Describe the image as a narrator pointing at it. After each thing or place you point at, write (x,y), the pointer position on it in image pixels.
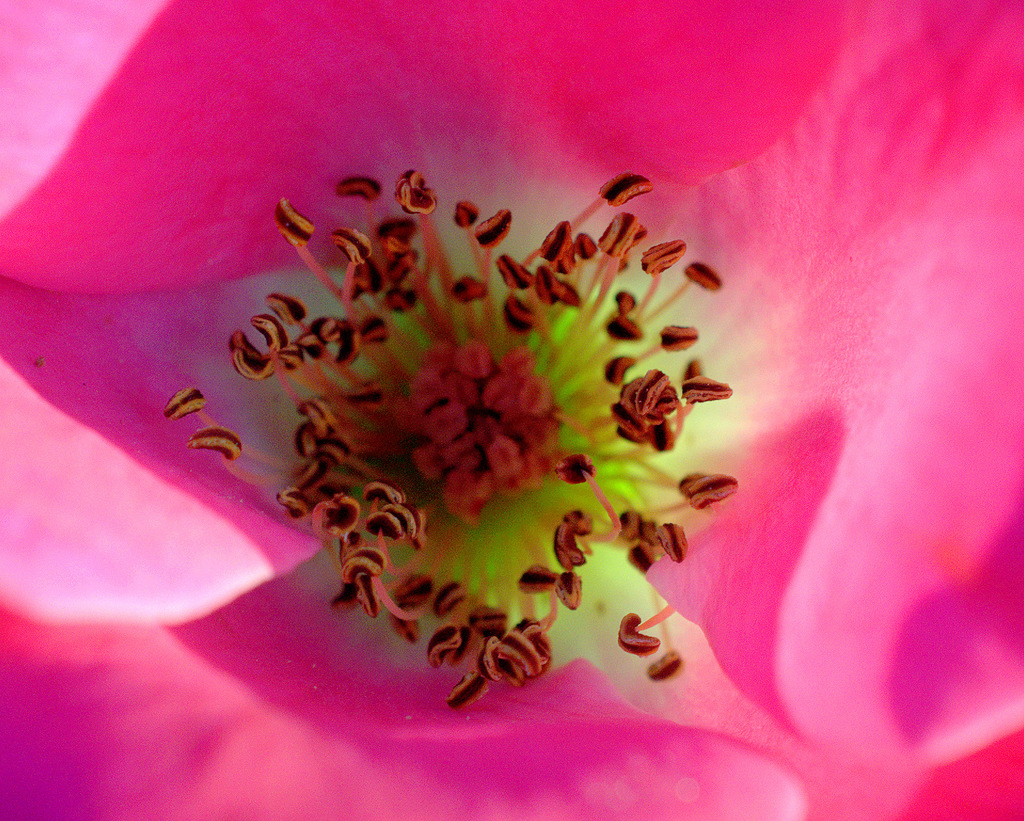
In this image there is a flower (525,508). In the center (410,463) there are pollen grains (416,593). Around it there are pink petals (549,686).
